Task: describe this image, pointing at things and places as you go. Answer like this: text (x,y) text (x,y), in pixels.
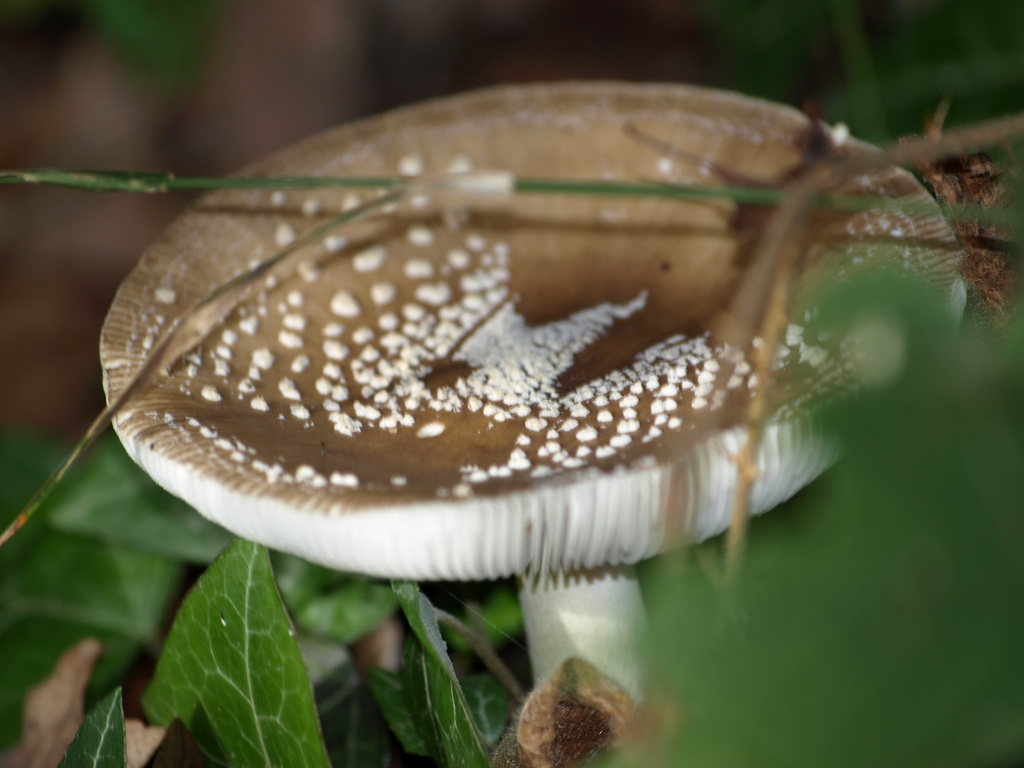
In this image there is a mushroom (626,143). Bottom of the image (113,593) there are few plants (431,661) having leaves (432,667).
